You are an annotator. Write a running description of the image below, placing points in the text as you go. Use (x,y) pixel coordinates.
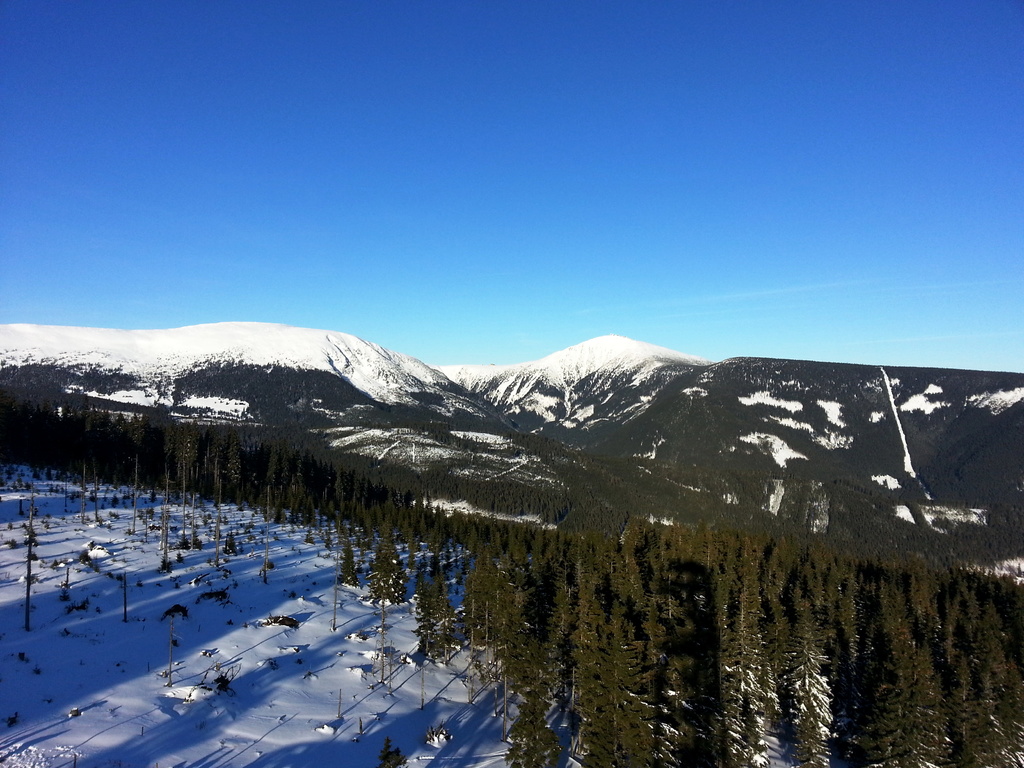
This is the picture of a mountain (204,390). In this image there are mountains (623,439) and trees (563,635). At the top (469,160) there is sky (327,151). At the bottom (292,688) there is snow (459,668).
